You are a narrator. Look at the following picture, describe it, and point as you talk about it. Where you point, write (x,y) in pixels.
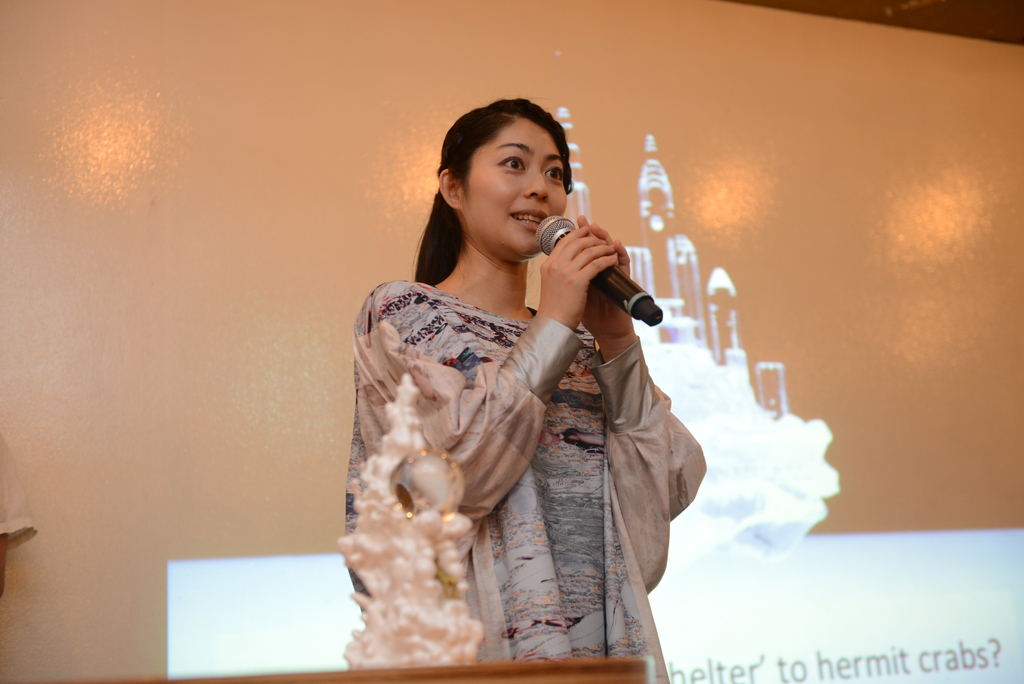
In this picture we can see a woman (592,253) standing and holding a mike (555,239) in her hand (563,249) and talking. On the background (76,178) we can see a wall (863,181) and a board (819,591).
